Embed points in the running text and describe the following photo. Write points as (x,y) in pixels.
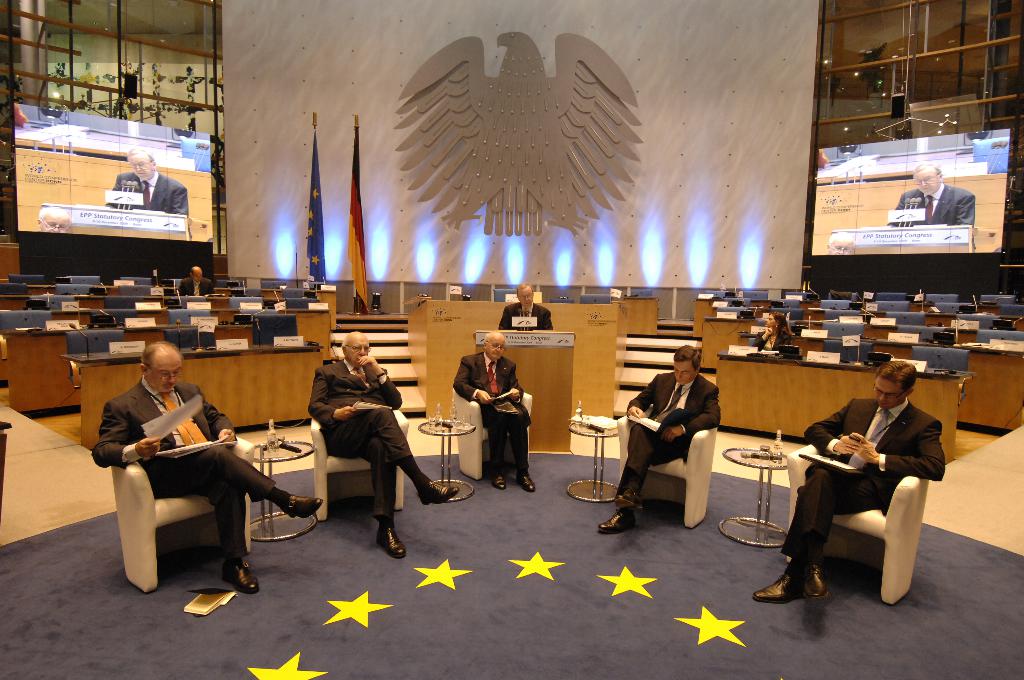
In this picture we can see a group of people (504,379) sitting on chairs (708,442) holding papers (495,401) in their hands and in middle (504,310) person (504,324) standing at podium (549,362) and beside to them there is table (761,476) and on table (745,466) we have bottle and in background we can see flags (354,158), screen (827,151).
